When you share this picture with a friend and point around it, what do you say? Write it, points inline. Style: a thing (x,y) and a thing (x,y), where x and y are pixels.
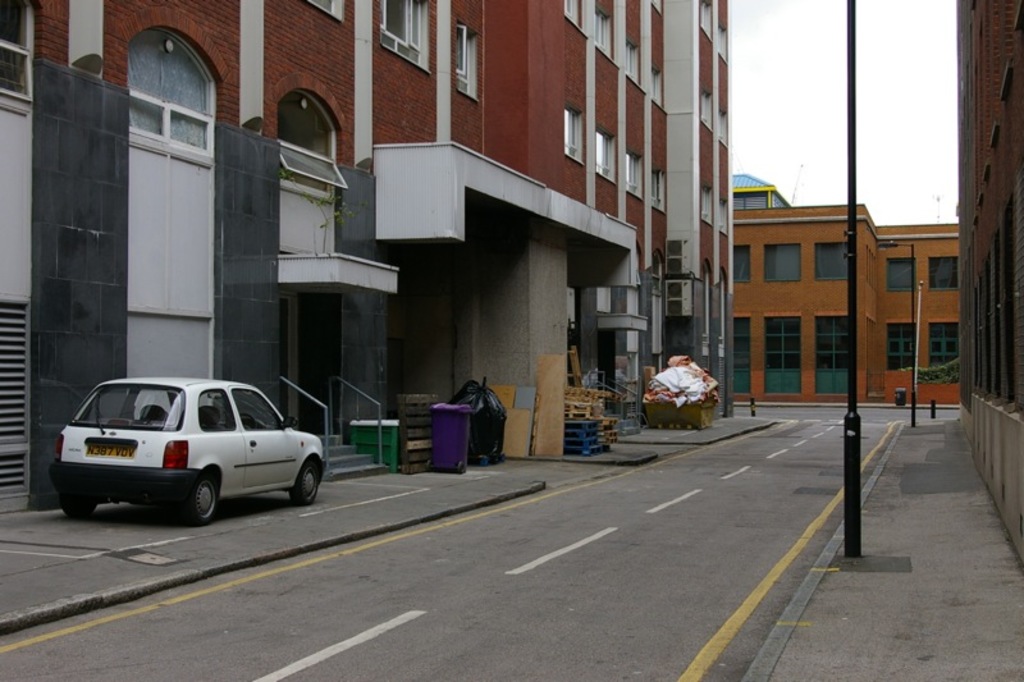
In this picture there is a white color car (186,462) which is parked near to the stairs (333,451). Beside that I can see the doors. On the right (732,278) and left side (229,344) I can see the buildings (505,226). In front of the door (284,337) I can see the dustbins (396,425) and plastic covers (468,392). In the top right (876,81) I can see the sky (799,73) and clouds (753,100). Beside the road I can see some wooden boxes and street lights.
